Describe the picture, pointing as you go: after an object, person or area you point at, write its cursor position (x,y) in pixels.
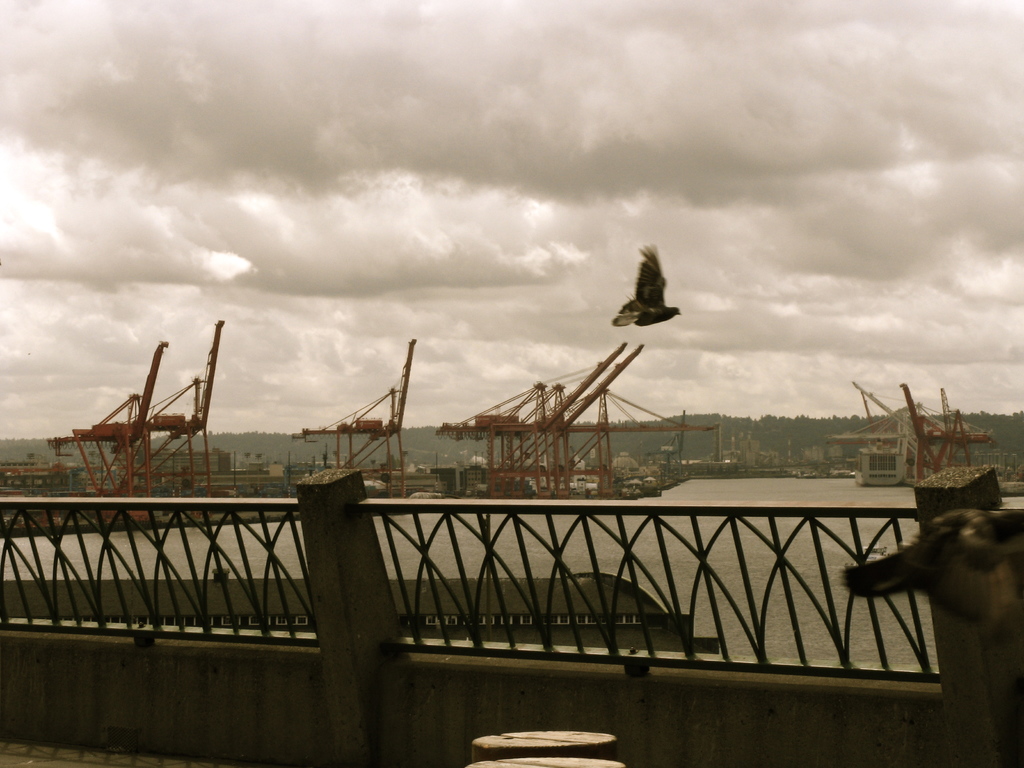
This is completely an outdoor picture. Here we can see clouds (435,128) and it is a cloudy day. A bird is flying here. This is a river (805,498). On the background of the picture (766,442) we can see trees (823,437) and buildings (754,444). This is a fence (783,504) and a wall (360,697).
